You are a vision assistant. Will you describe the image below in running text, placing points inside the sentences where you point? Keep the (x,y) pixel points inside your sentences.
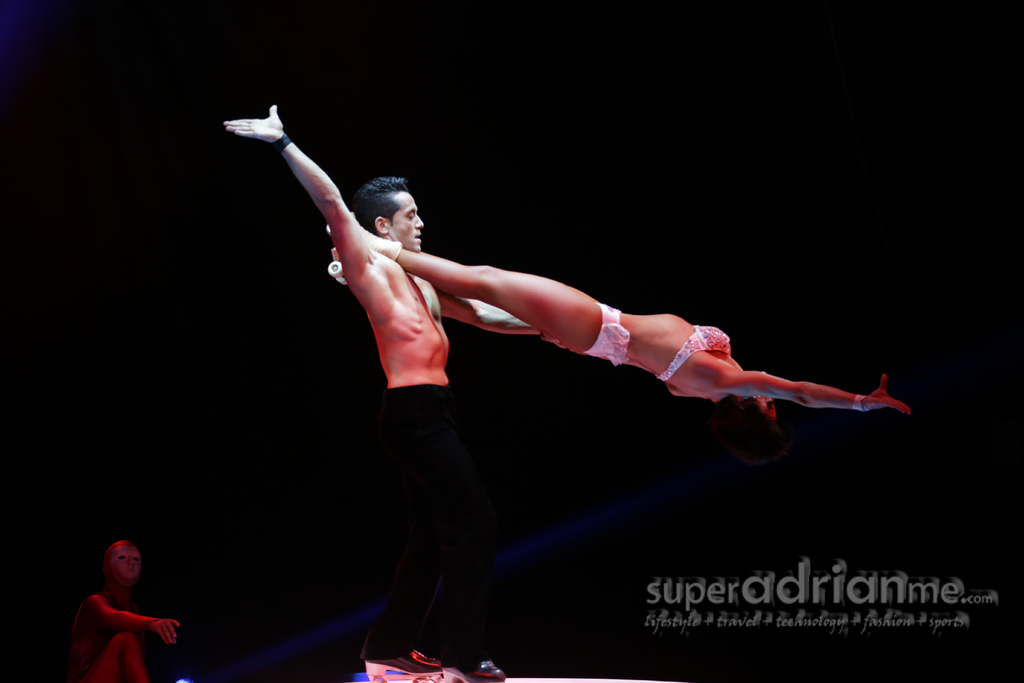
This is a man (438,391) holding woman (573,349), here another woman (129,599) is sitting.
